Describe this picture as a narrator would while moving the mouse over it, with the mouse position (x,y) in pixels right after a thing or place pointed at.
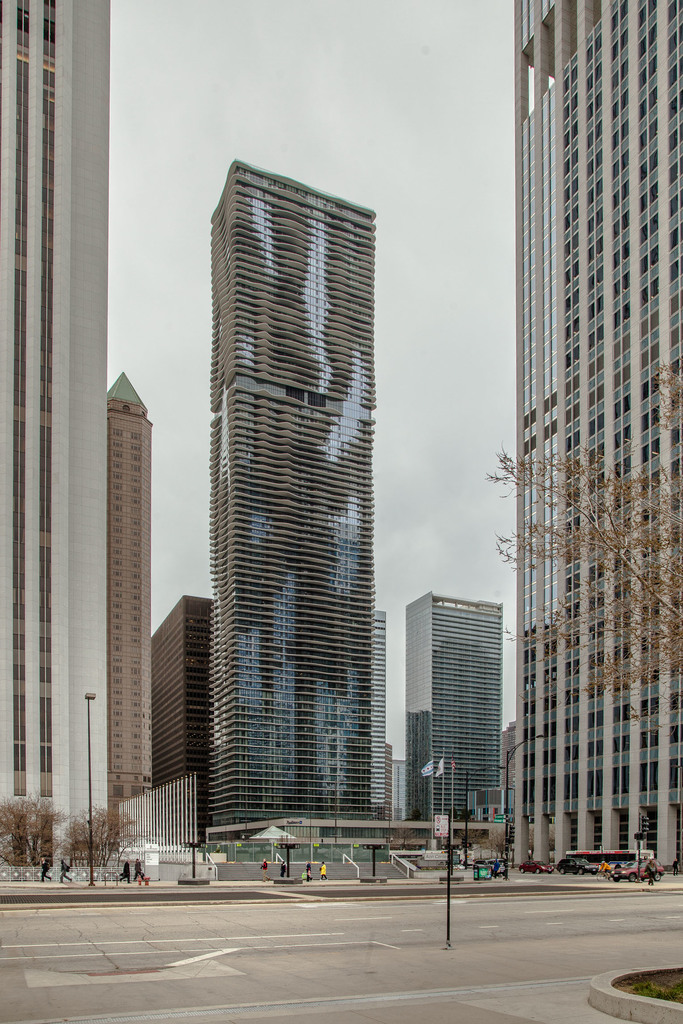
Here we can see buildings (99,537). In-front of these buildings (308,554) there are trees (2,843), people (604,864), flags (424,773) and pole (91,783). Vehicles (622,870) are on the road (665,880).
